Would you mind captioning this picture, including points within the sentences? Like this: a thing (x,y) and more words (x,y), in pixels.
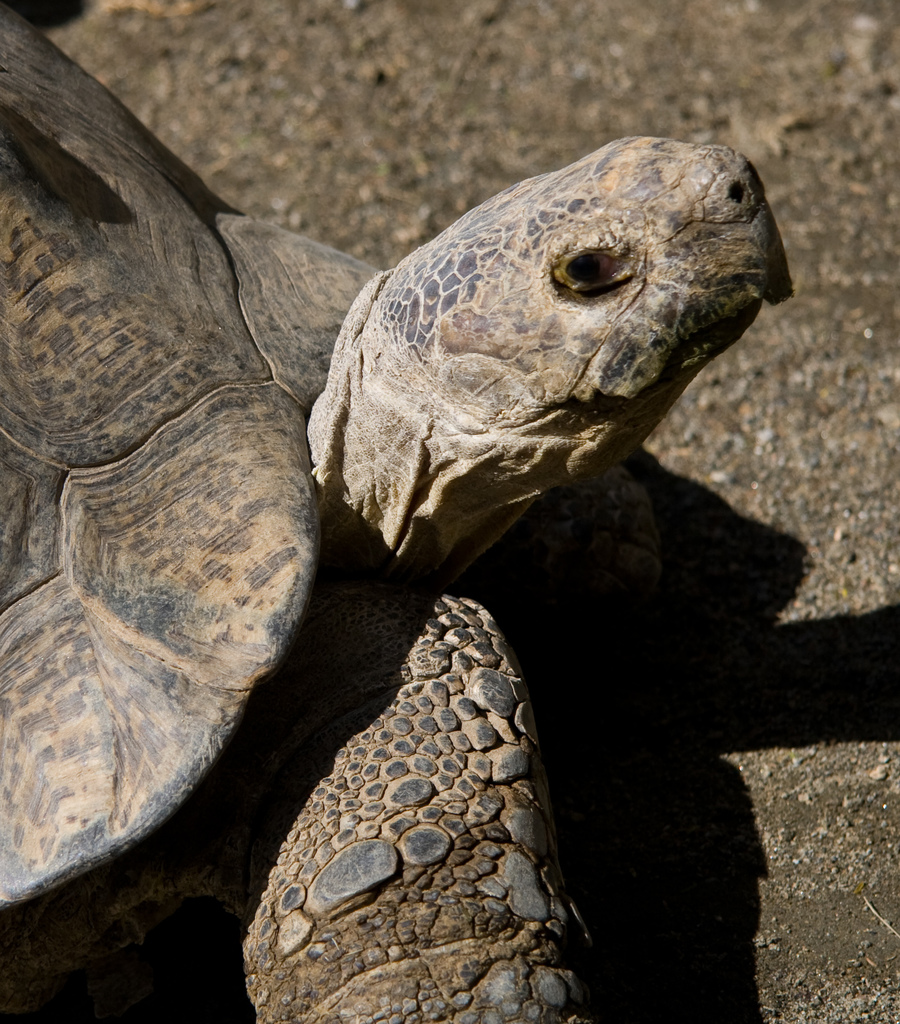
In this picture there is a tortoise (260,660) on the stone (688,676).
